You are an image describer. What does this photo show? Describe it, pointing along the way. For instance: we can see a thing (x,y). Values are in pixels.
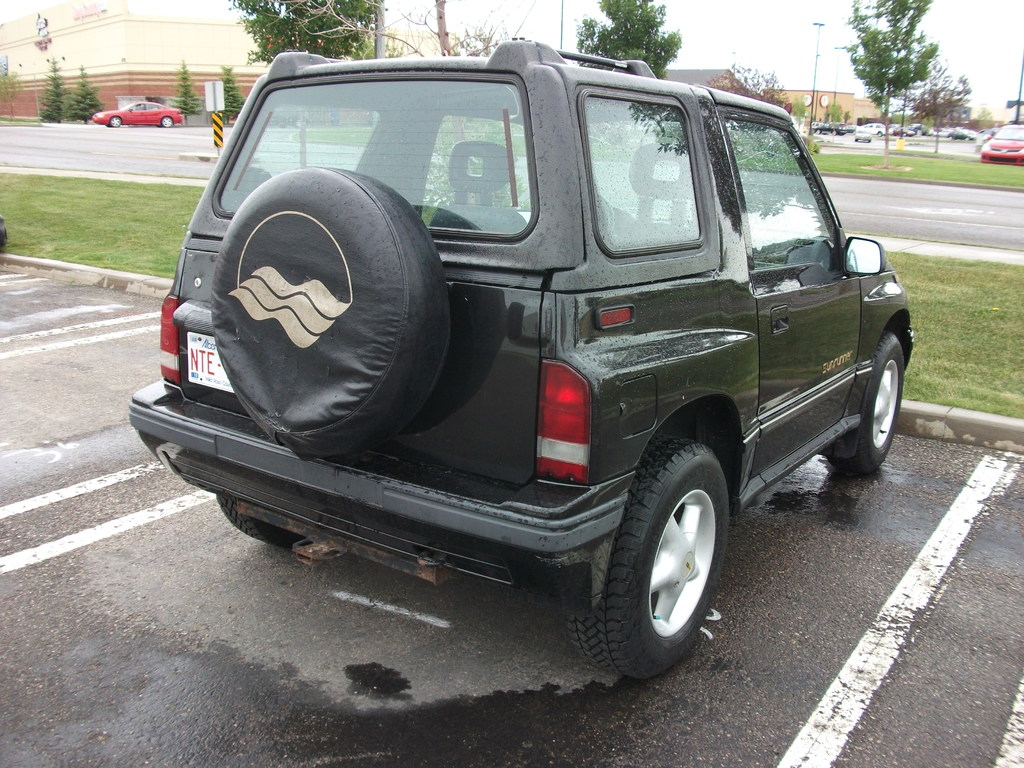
In this image there are roads (879,201), on that road (932,202) there are vehicles (442,156), in the background (224,114) there are tree (290,24) and houses (167,24).
